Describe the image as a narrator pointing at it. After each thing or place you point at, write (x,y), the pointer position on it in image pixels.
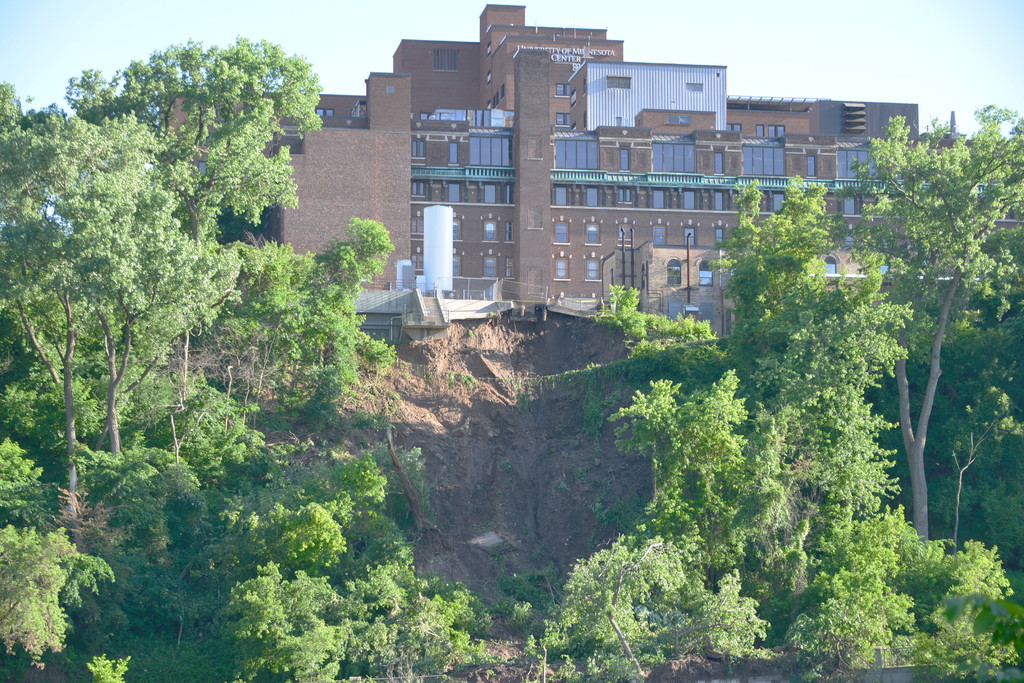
In this image, we can see buildings (467,254), trees (192,253) and poles (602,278) and some tanks (440,259). At the top (874,44), there is sky (809,55).
